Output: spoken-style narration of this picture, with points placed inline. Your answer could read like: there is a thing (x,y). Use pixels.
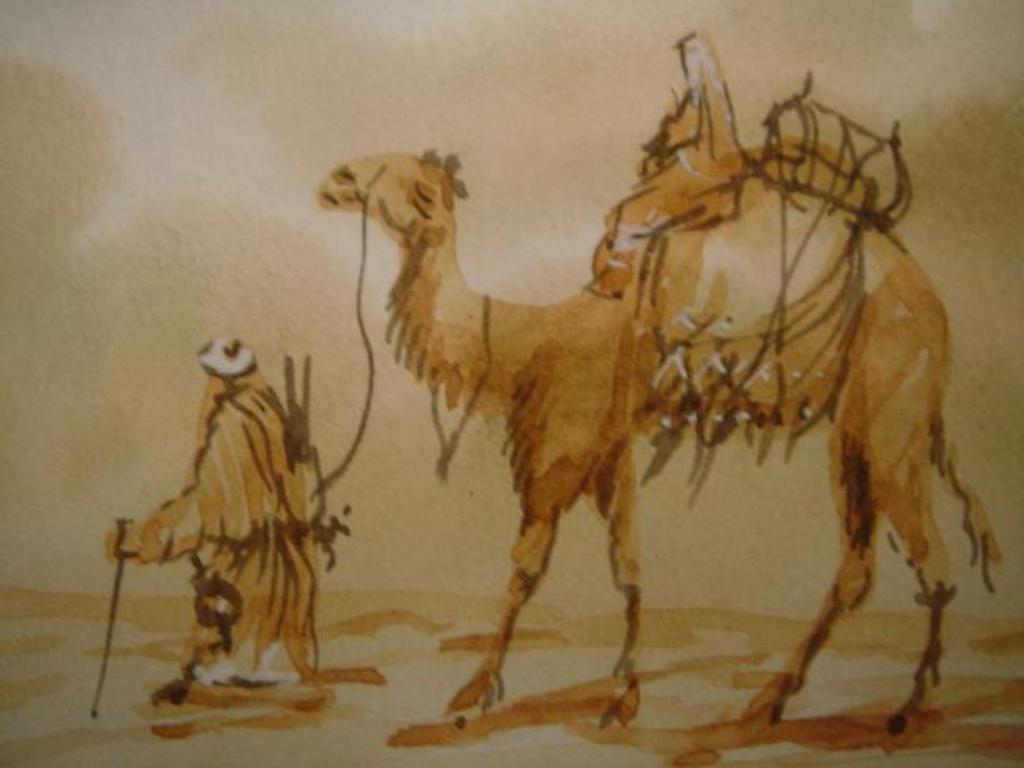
This looks like a painting. I can see the man (230,457) and a camel (615,340) standing. I can see another person (701,154) sitting on the camel (597,349). This is the sand (392,711).
